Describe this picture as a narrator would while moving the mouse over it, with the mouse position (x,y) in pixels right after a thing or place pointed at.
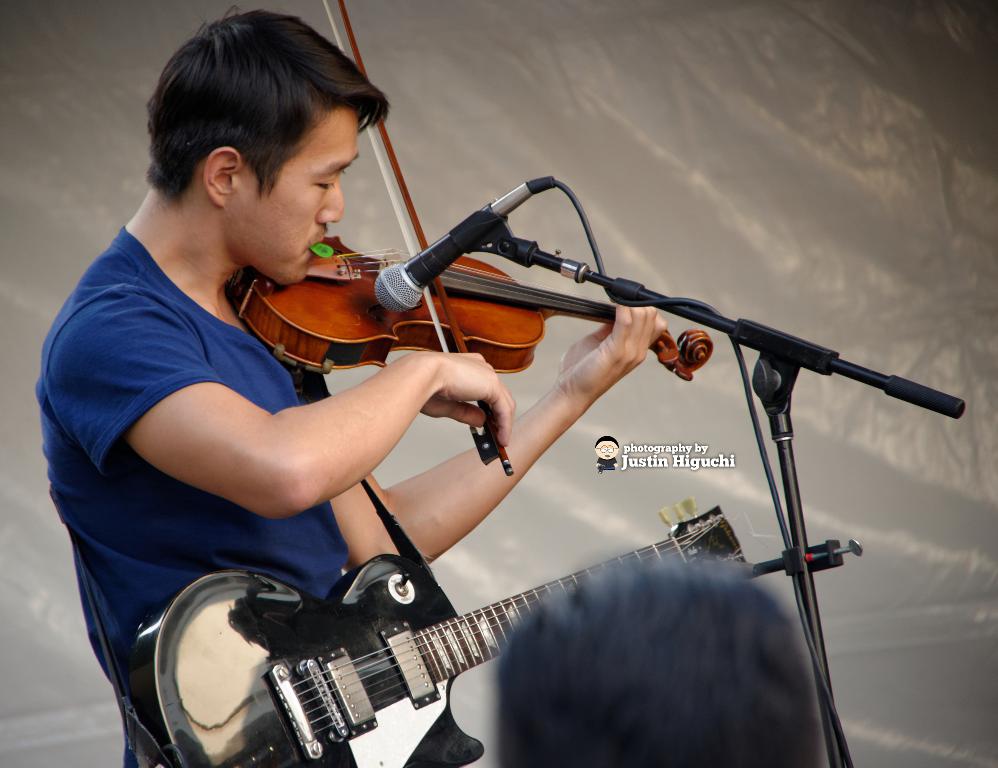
This person (222,46) standing and holding guitar (364,605) and playing violin (491,328). There is a microphone (418,298) with stand (798,591).
